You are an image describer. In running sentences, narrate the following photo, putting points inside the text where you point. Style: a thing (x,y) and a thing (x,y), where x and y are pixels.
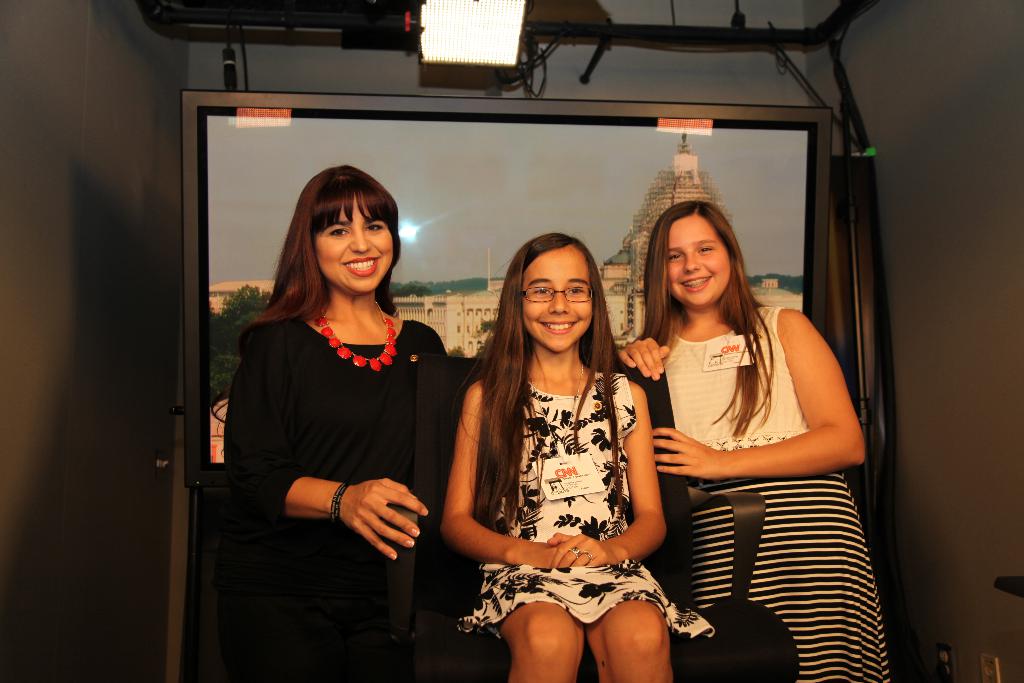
In this picture we can see two women (394,468) smiling, standing and a girl (533,494) sitting on a chair (452,585). In the background (440,190) we can see the light (492,33), screen (488,151), rods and walls (857,52).
